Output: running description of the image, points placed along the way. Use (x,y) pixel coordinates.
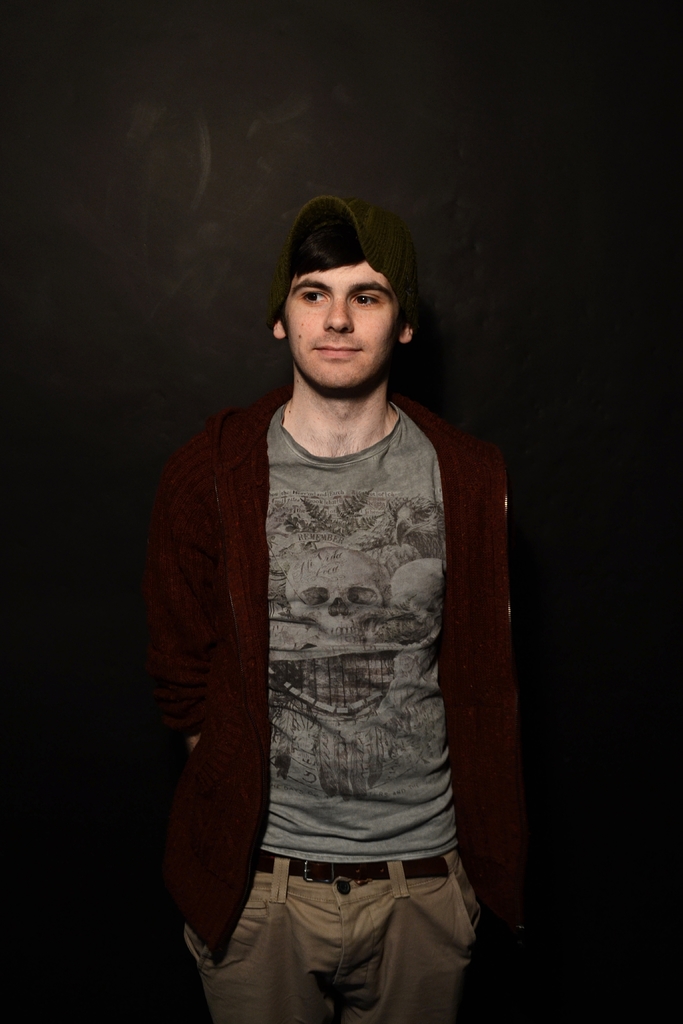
In this image in the center (243,458) there is one man (350,586) who is standing, and in the background (105,395) there is wall (139,269).
